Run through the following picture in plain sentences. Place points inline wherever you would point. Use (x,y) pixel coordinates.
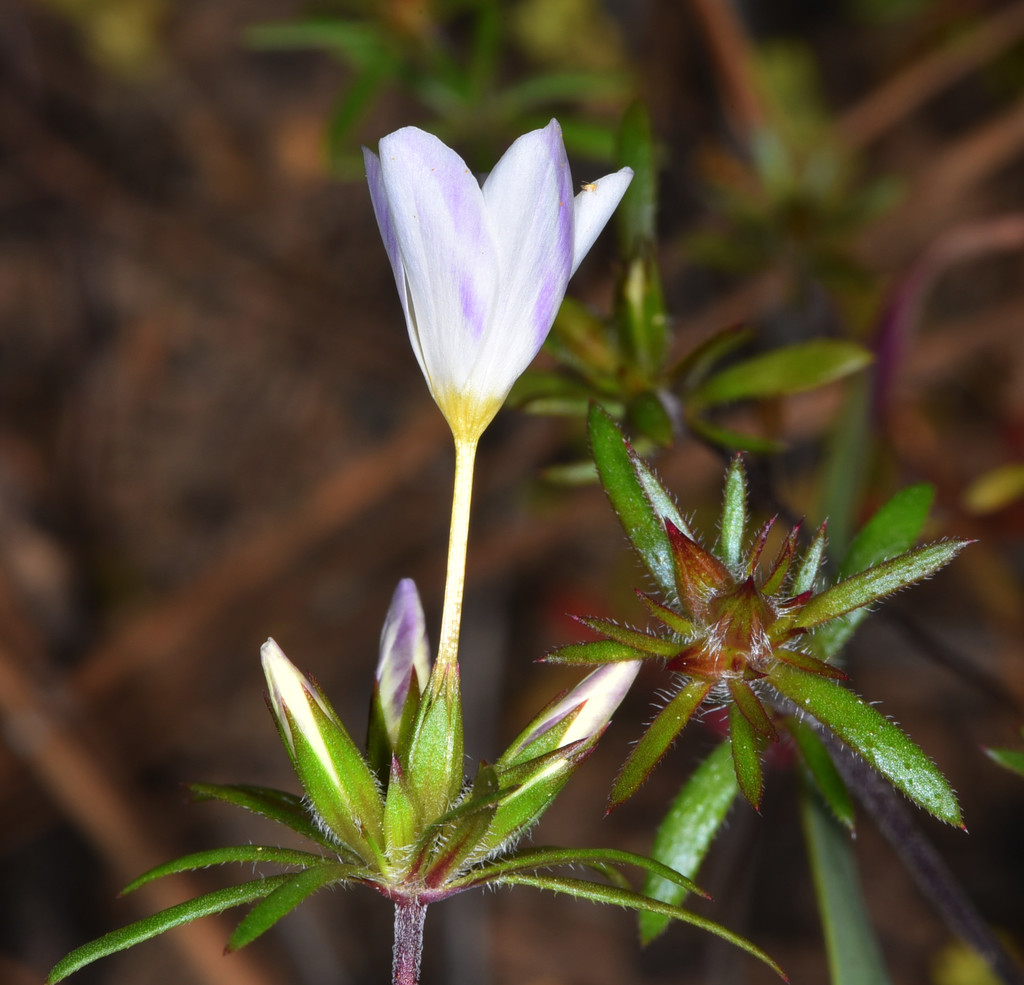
in this picture there is a flower (381,151) in the center of the image (500,384) and there are other plants (801,354) on the right side of the image (775,357).
